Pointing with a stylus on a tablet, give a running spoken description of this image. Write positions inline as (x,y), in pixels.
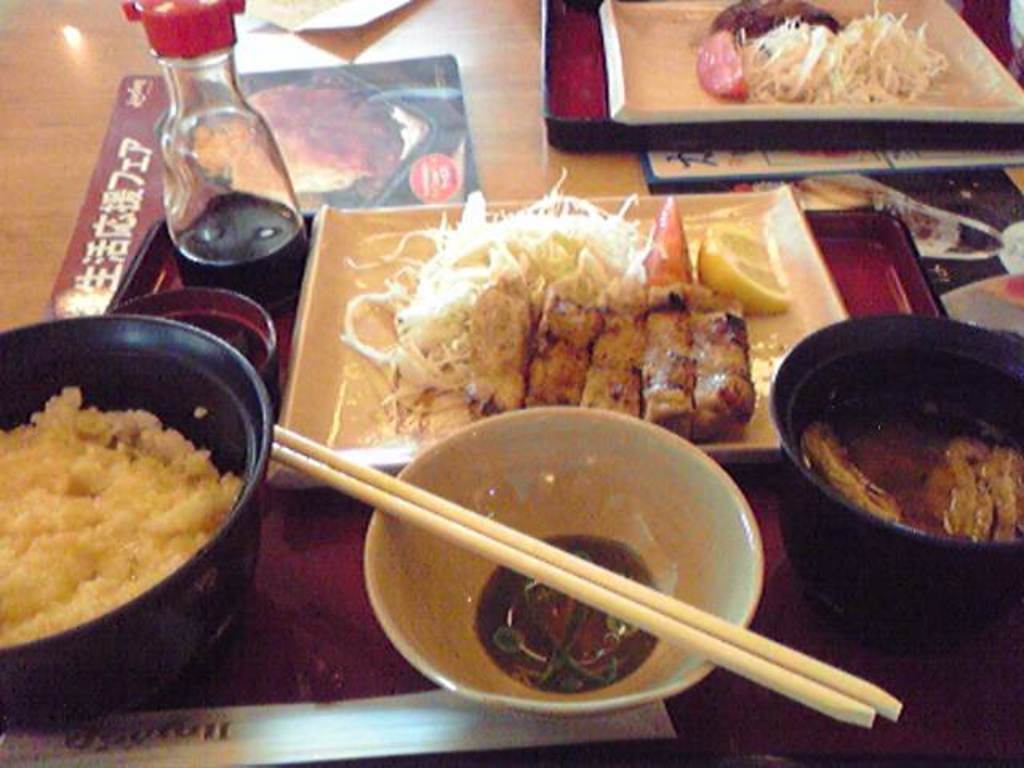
In this picture there is a bowl (493,600), chopsticks (531,573), bottle (236,193), food (544,311) in the plate (616,328). There is a table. There is a paper (390,166).
